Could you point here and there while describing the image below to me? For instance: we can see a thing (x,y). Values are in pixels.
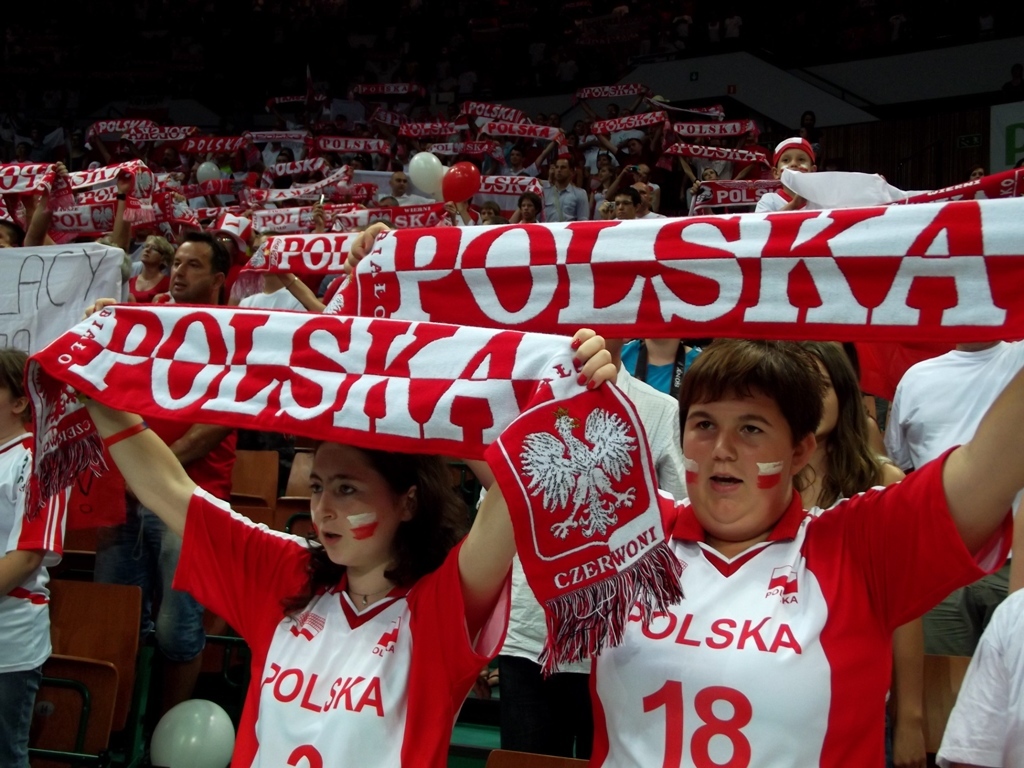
In the picture I can see few persons (799,575) wearing red and white color T-shirts (816,576) are standing and holding a cloth (368,359) which has something written on it.
